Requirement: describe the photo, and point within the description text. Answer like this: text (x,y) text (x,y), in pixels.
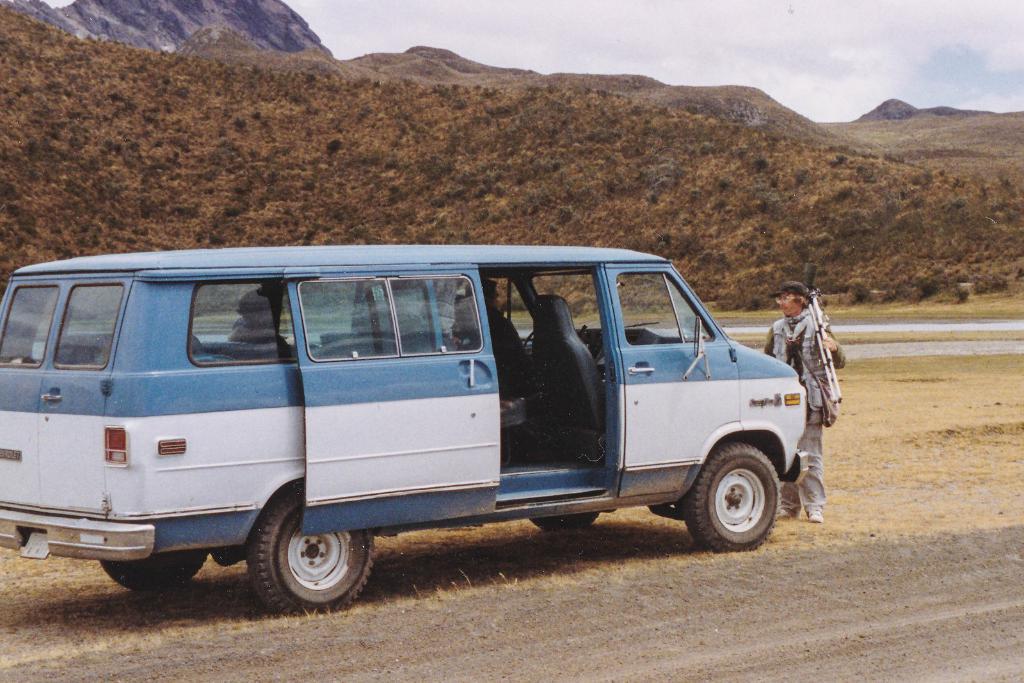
On the left side (281,390), there is a vehicle (394,362) on the ground (854,519), having opened a door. On the right side (821,462), there is a person (789,492) standing on the ground (835,497), on which there is grass (893,504). Beside this person (821,506), there is a road (857,659). In the background (852,20), there are mountains (746,104) and there are clouds (840,29) in the sky (840,29).
